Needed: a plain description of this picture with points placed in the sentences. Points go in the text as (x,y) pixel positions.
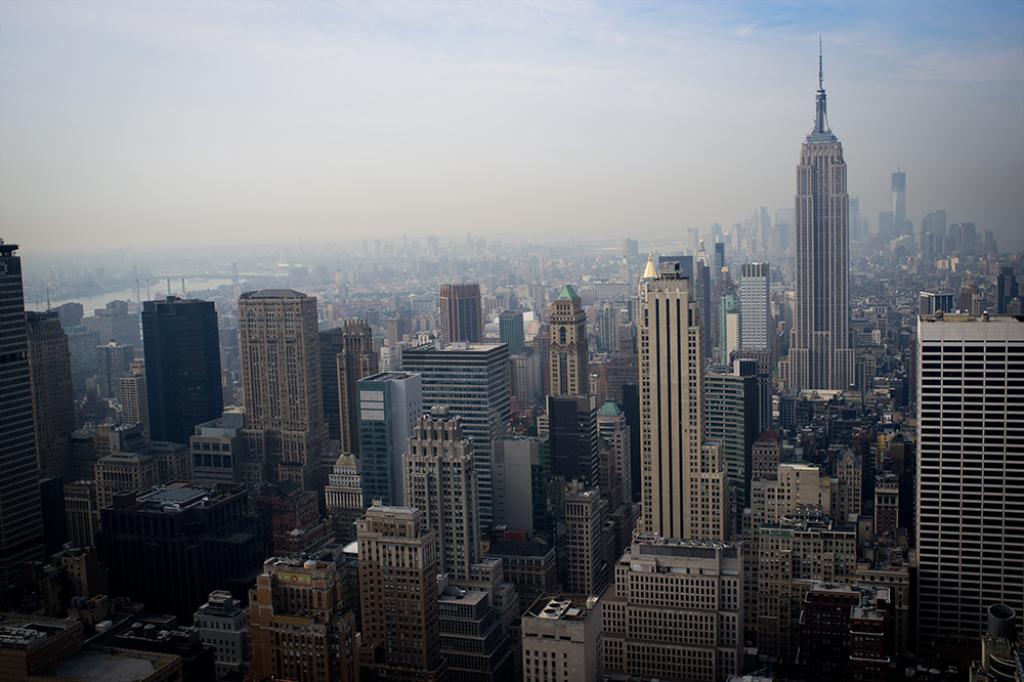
At the bottom of the image (192,502) we can see some buildings (59,348). At the top of the image (933,138) we can see some clouds (291,76) in the sky (10,0).
